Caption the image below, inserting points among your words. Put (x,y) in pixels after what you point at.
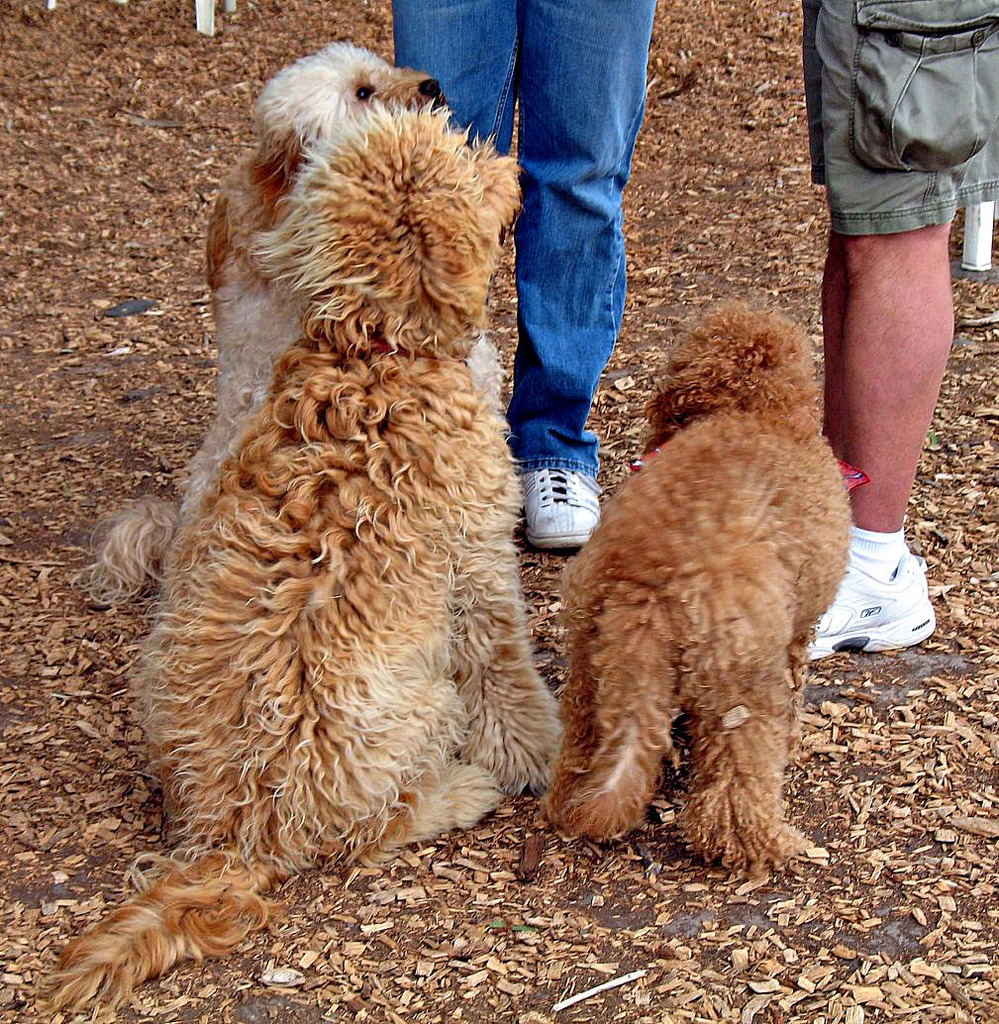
In this image I can see three dogs (203,504) which are brown and cream in color are on the ground (561,842) and I can see number of wood chips (365,913) on the ground (134,227) and two persons legs (589,12) who are standing on the ground (776,230).
